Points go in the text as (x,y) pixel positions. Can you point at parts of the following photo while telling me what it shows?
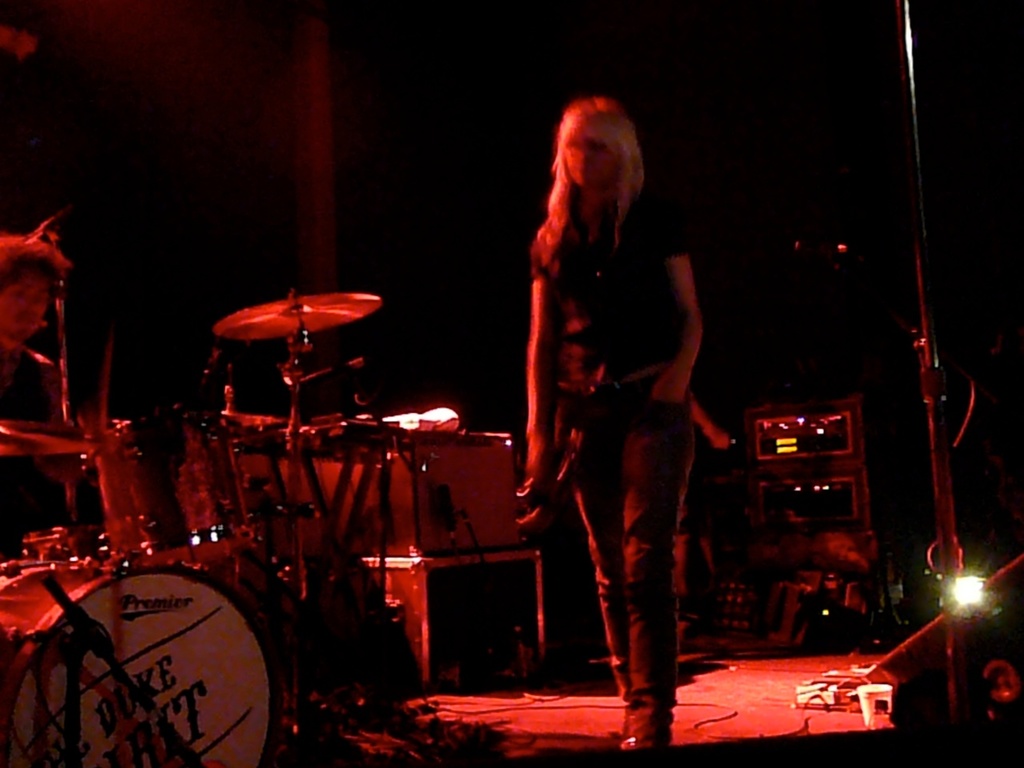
There is a woman (563,184) walking on a stage (701,692). On which, there are musical instruments (112,543), speakers (486,636) and a light (967,606) arranged. And the background (211,89) is dark in color.
